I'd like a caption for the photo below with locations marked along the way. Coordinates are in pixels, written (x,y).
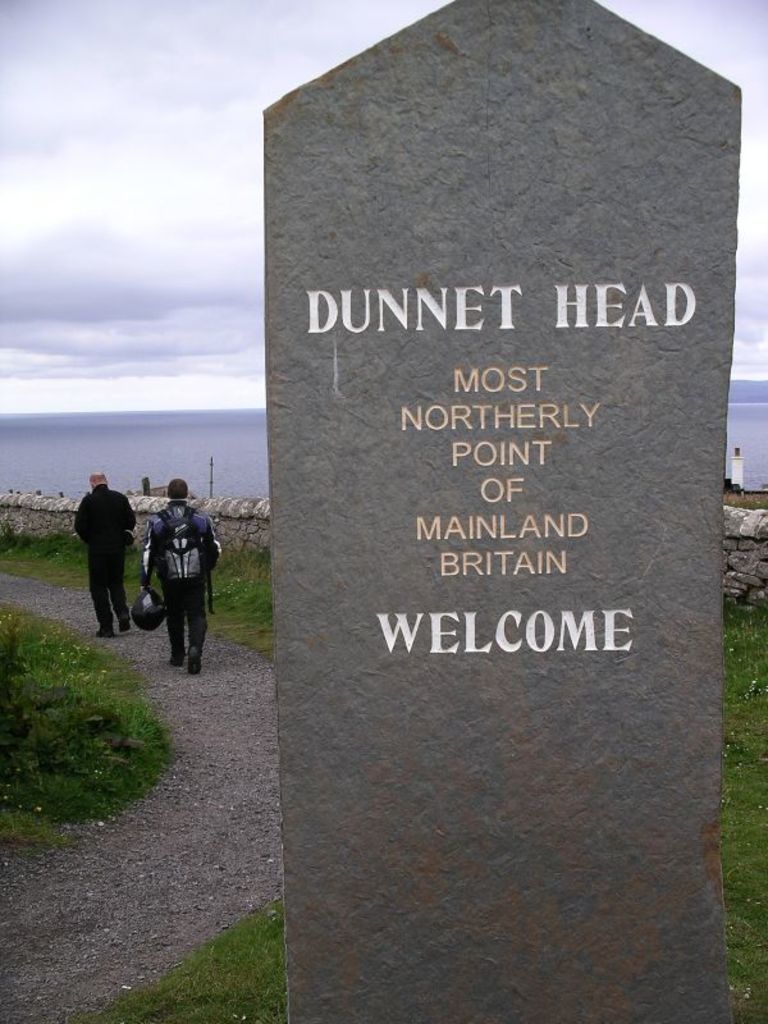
In this picture I can see people (165,573) walking on the path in between the grass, side we can see a board (535,306) with some text (479,562) and also we can see the wall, behind the wall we can see water (152,429).
